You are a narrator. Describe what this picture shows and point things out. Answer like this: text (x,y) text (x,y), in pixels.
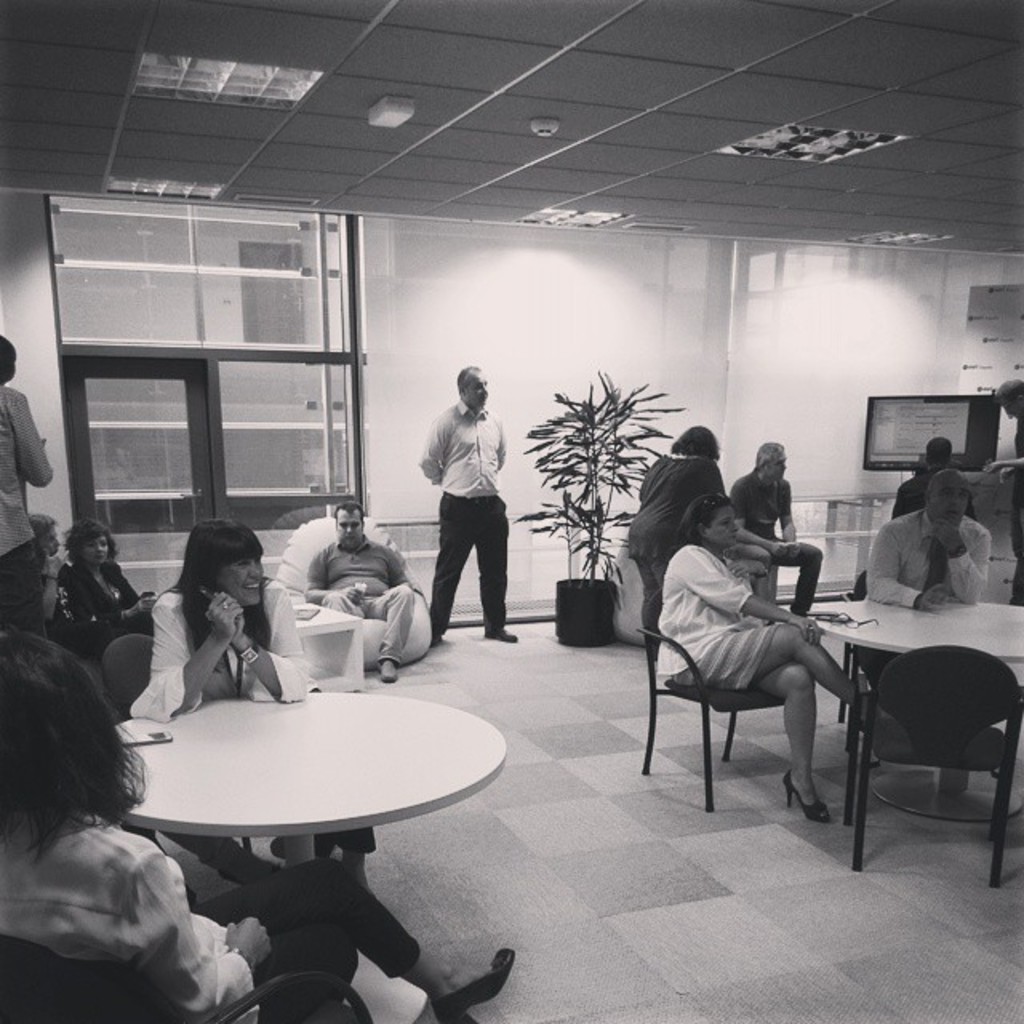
In this image i can see few people (724,609) sitting on chairs (857,651) and few people (467,533) standing. In the background (531,303) i can see a wall (521,316), a plant (630,404), a television screen (911,419) and a window (225,412).
